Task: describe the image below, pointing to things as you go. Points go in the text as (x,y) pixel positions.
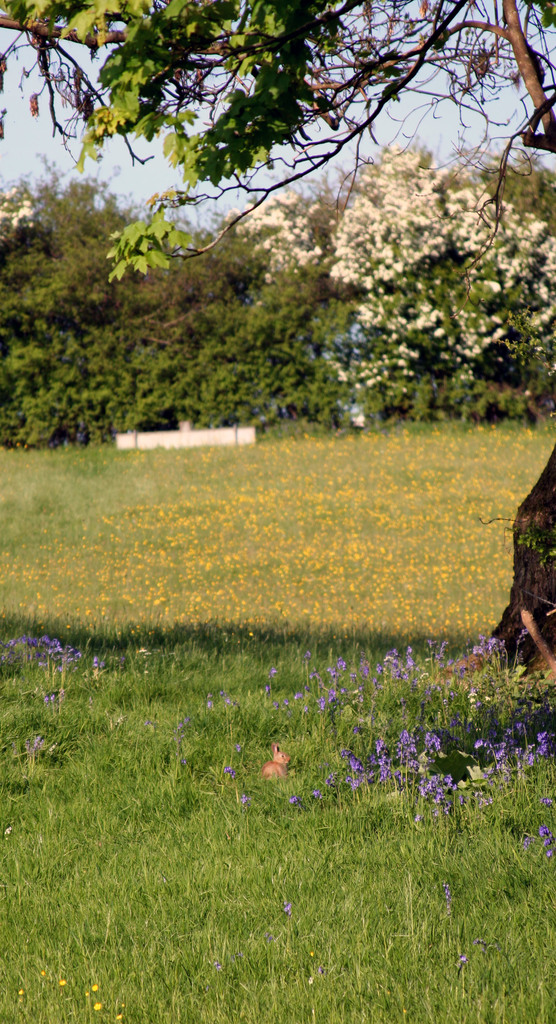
In this image I can see few flowers (409,156) in white color. Background (506,289) I can see trees (215,382) and grass (285,558) in green color and the sky (203,183) is in blue color.
